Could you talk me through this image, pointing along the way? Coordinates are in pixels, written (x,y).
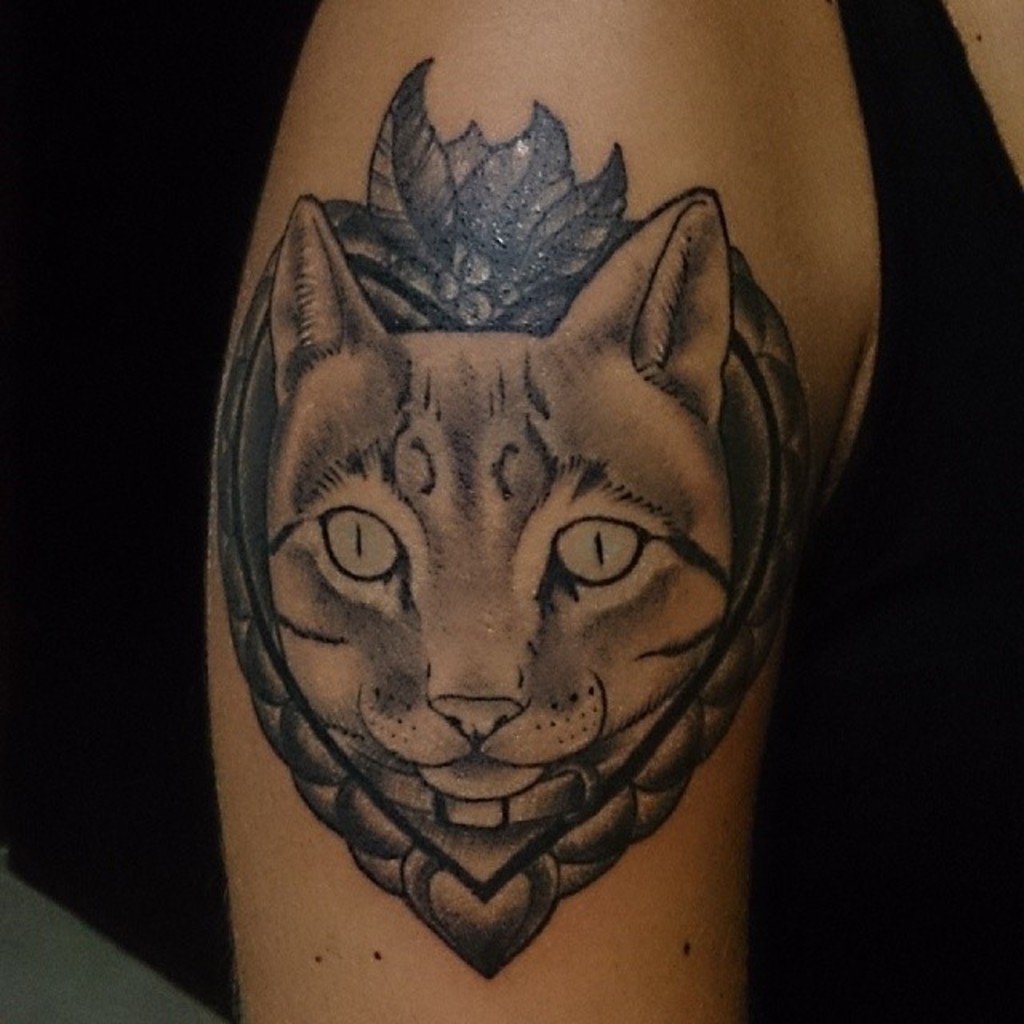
In this image there is a tattoo (544,315) on the arm (682,190). In the tattoo (627,372) we can see that there is an animal face (441,517).
